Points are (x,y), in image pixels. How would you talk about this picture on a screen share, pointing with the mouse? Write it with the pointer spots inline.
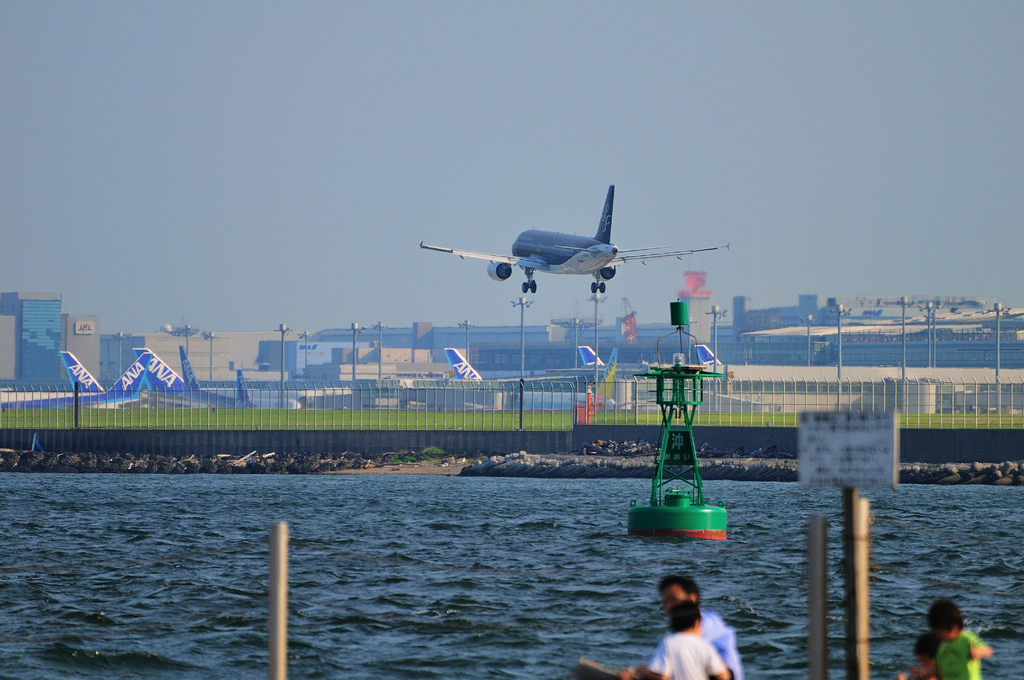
In this image we can see an airplane (575,247) in the air (578,294) and some of the airplanes (219,406) on the land (238,414). At the top (430,94) there is sky (451,99) and at the bottom (457,552) we can see a beach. There is also a green color object (688,438) on the surface (707,485) of the river (758,524). We can also see a fence (370,418), light poles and name board poles (844,466). We can also see some persons (713,651) in this image. Image also consists of some buildings (62,328).
